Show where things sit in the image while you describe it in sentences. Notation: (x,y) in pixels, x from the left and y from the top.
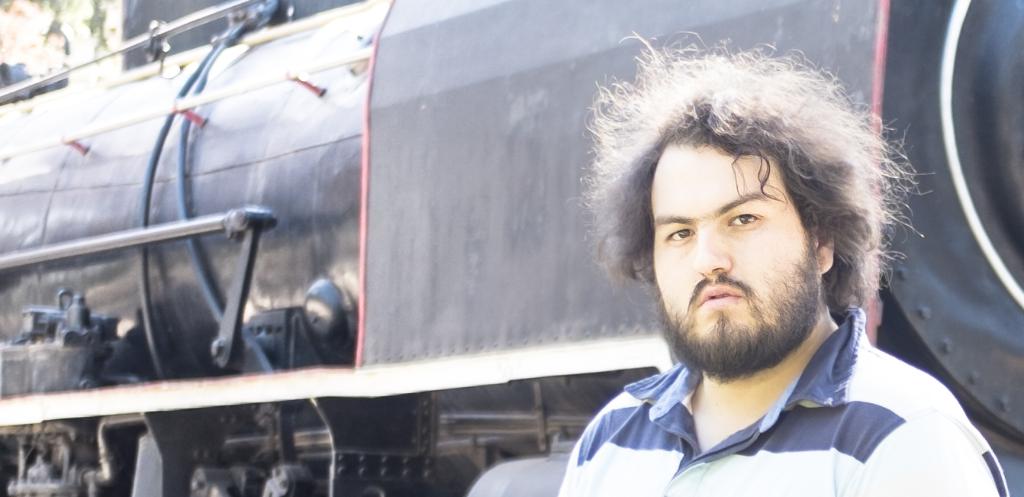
On the right (786,147) there is a man (844,391) who is wearing t-shirt (792,496). He is standing near to the train (997,324). On the bottom (432,438) we can see trains wheel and other parts (384,455). On the top left corner (116,22) there is a tree (61,6).
